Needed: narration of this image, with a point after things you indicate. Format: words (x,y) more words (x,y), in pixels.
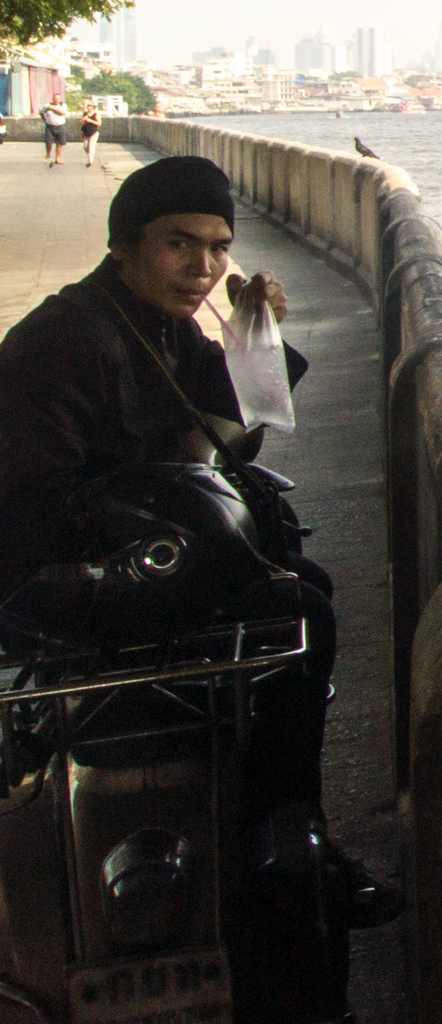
In this picture we can see a man (78,292) holding a polyethylene cover (242,380) with a straw (210,305) and he is sitting on a motorbike (113,662). Behind the man (164,394), there are two persons (46,122), trees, buildings (343,100), water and the sky (228,1). On the right side of the image (405,290), there is a railing (391,384).
